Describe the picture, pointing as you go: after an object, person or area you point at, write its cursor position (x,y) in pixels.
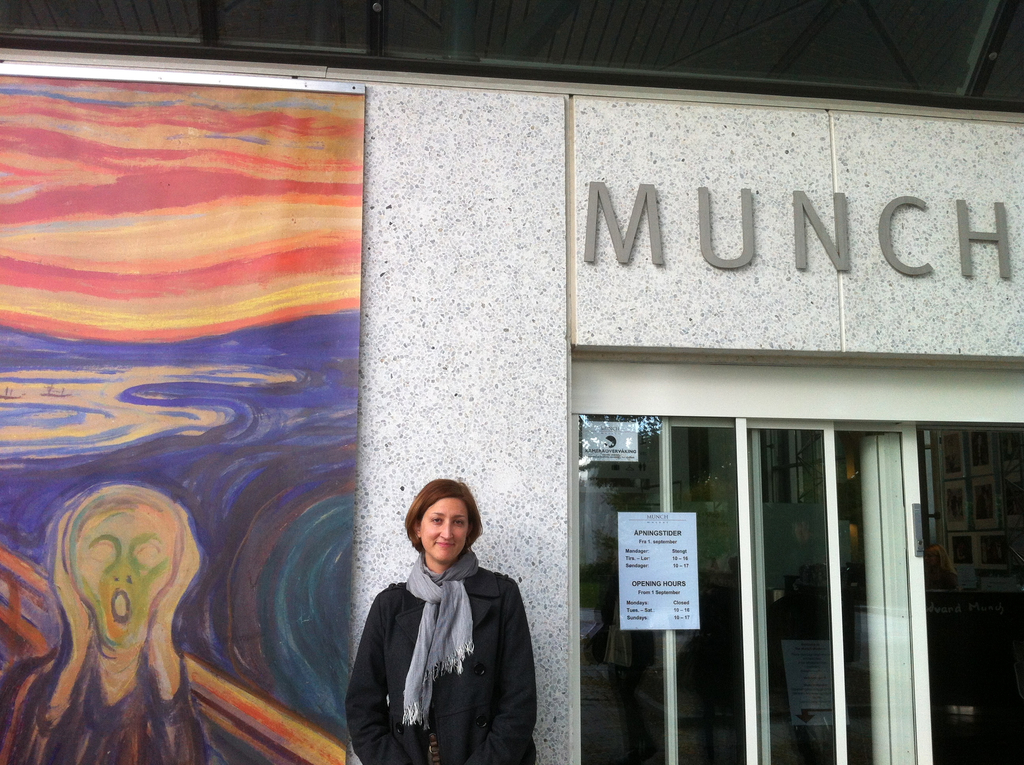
In this image in the center (466,508) there is one woman (423,640) standing and smiling, and in the background (137,664) there is a board (209,423). On the board (224,299) there is painting (209,423) and on the right side (826,559) there are glass doors (779,634), on the doors (710,620) there are some posters (641,576) and wall (693,255). On the wall (773,241) there is some text (1001,249), at the top (466,17) there is ceiling (380,35).
